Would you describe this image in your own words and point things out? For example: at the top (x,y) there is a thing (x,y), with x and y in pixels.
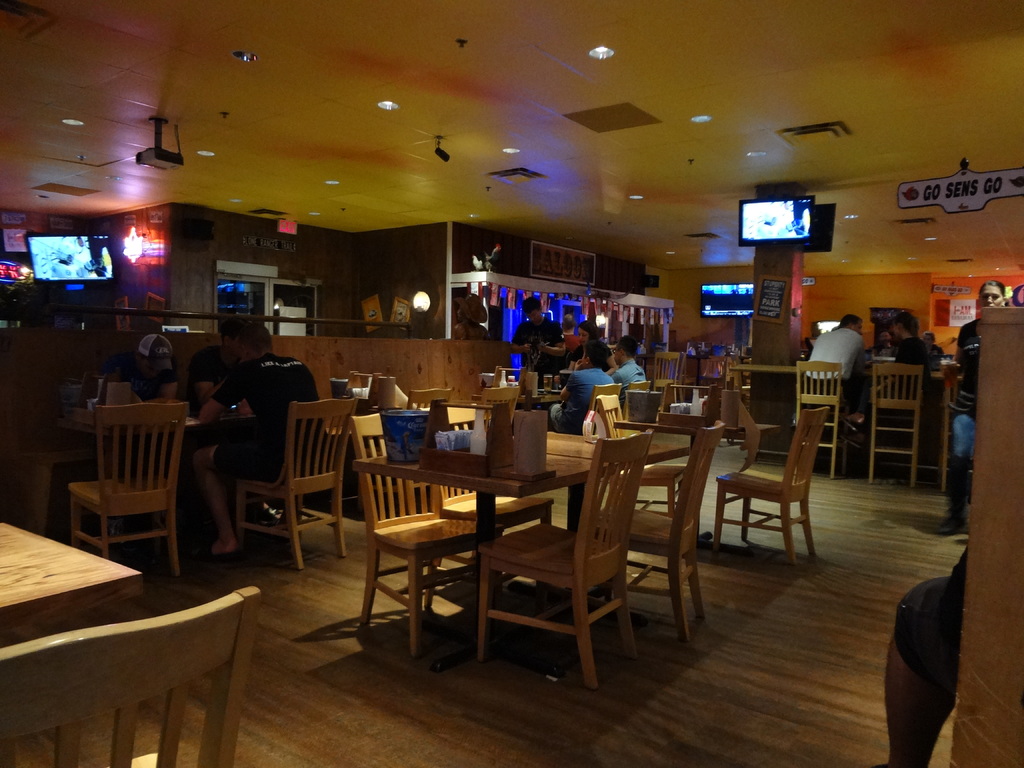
A room (691,313) which has some chairs (835,364) and table (570,448) and on the table (577,460) we can see some items (588,430) and people (847,361) sitting on the chairs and we can see some screens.
